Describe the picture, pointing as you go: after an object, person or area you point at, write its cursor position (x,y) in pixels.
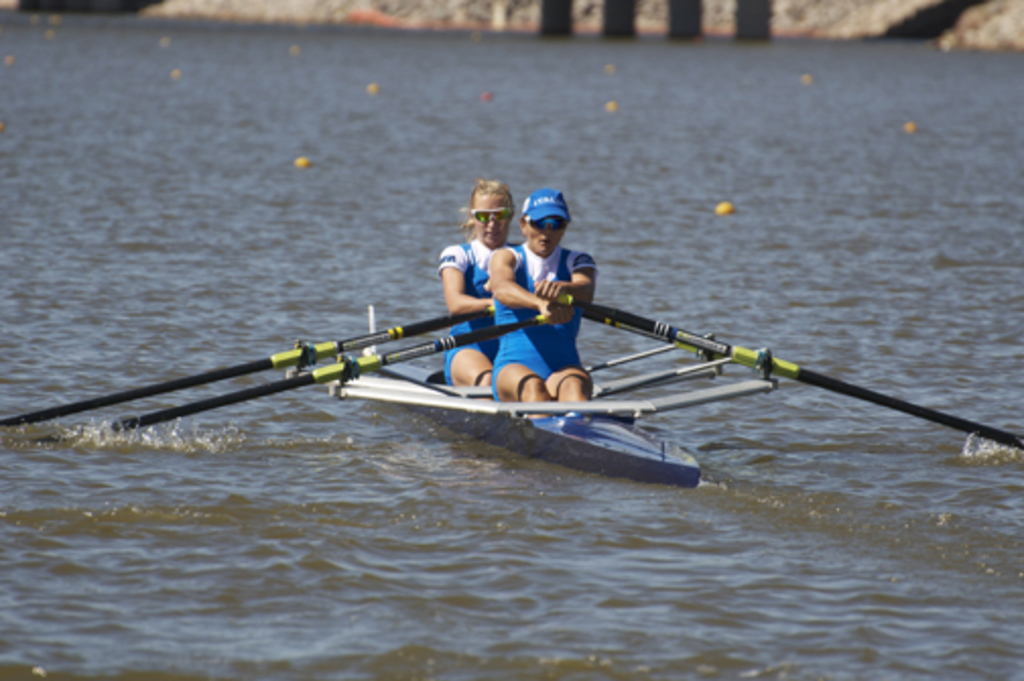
In the image we can see two people (472,323) wearing the same costume (475,266), goggles (555,225) and one is wearing a cap (533,207). They are sitting in the boat (562,412) and they are holding paddles (458,344), and the boat (500,423) is in the water (461,464).
